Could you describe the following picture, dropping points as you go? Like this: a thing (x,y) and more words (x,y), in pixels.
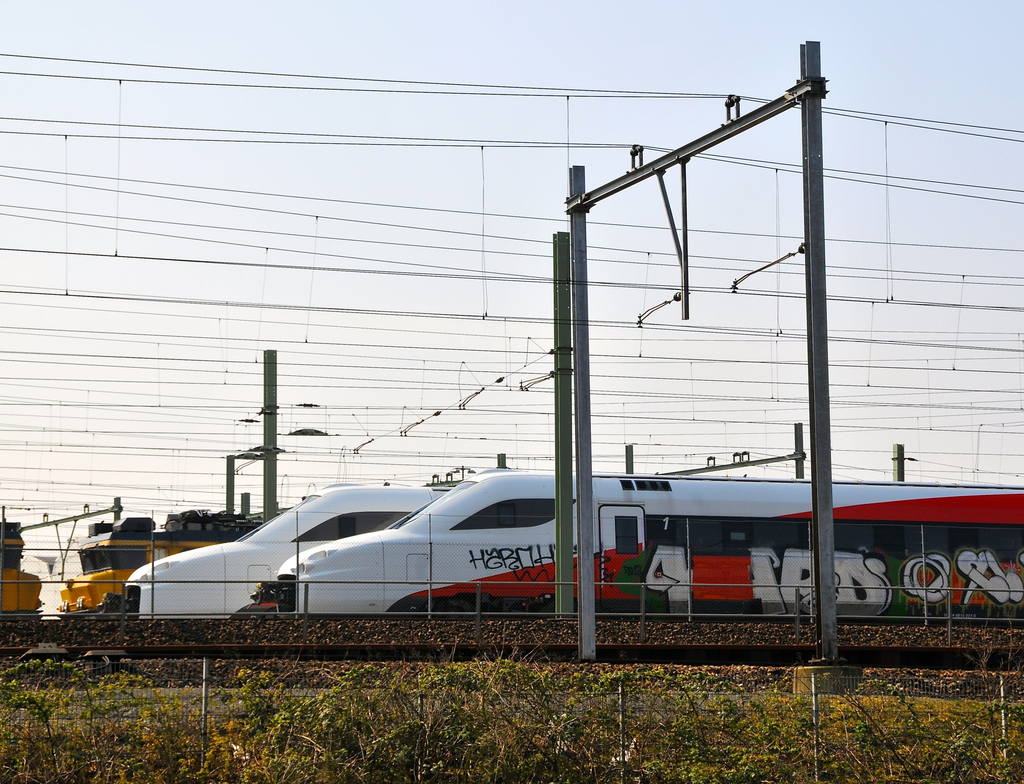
In the image we can see the trains (507,565) on the train tracks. Here we can see electric poles (561,309) and electric wires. Here we can see the fence (699,761) and the sky (468,65).
